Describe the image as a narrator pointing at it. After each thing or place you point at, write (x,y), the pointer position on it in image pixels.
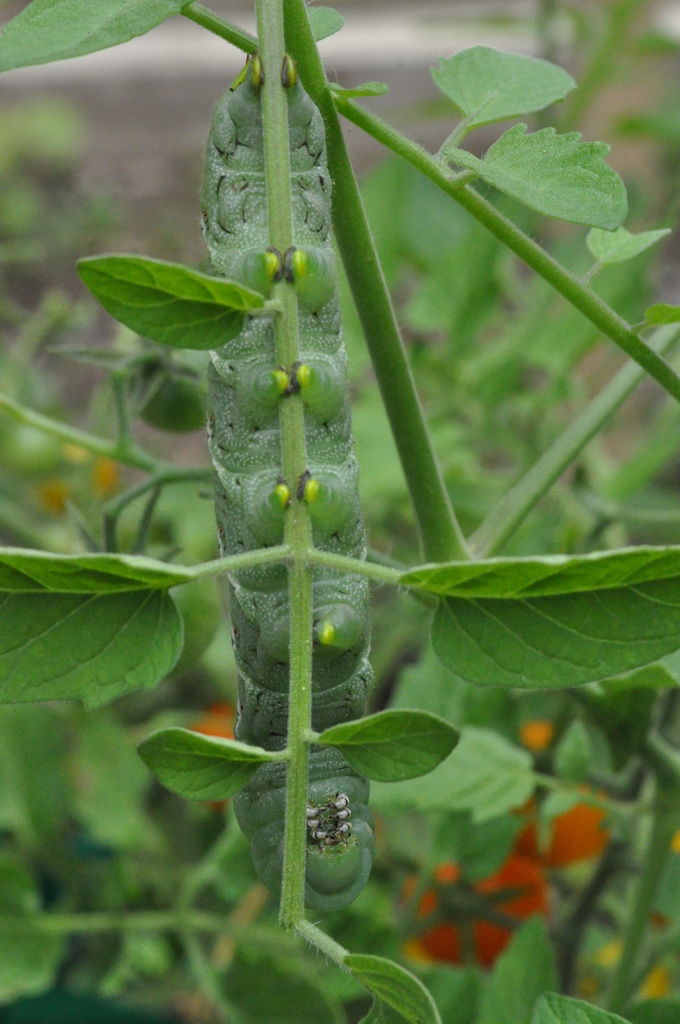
In this picture I can see the plants (184,333). In the background (519,390) I can see the blur image. In the bottom right (571,854) I can see the red tomatoes (589,840) on the plant (460,818). On the left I can see some green tomatoes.
